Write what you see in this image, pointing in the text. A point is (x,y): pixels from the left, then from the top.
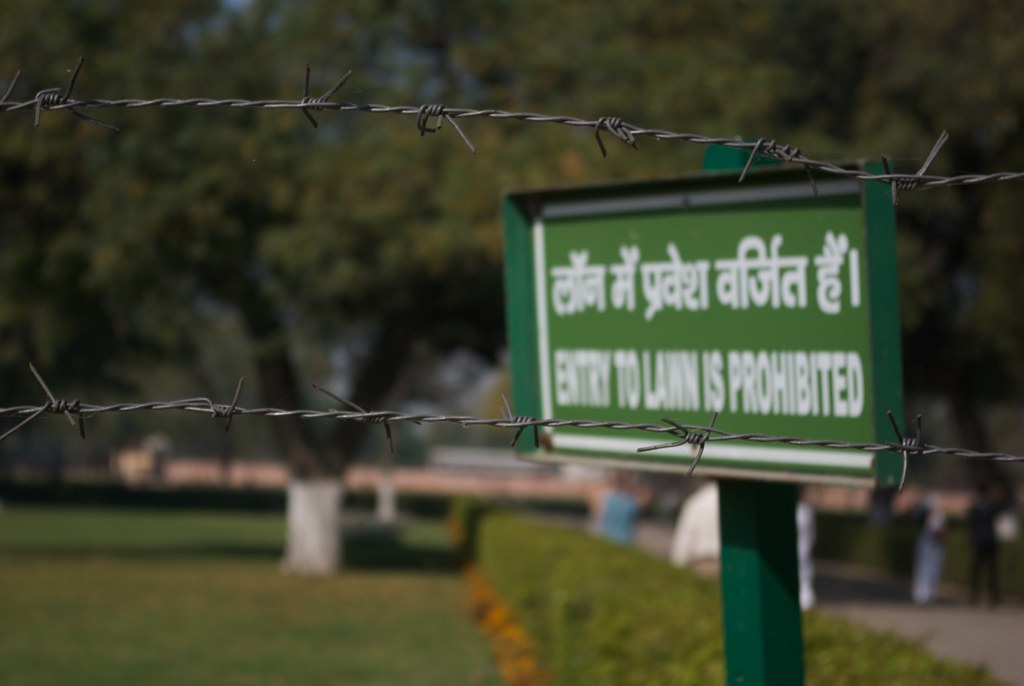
In this image there is a board (673,353) with text (802,360) to a pole (740,551). There is grass (234,598) on the ground (237,589). In the background (254,318) there are trees (269,244). To the right (865,587) there is a path (844,563). There are people (686,519) walking on the path (860,586). Beside them there are hedges (527,561). In the foreground (418,120) there is a fence (446,110).
